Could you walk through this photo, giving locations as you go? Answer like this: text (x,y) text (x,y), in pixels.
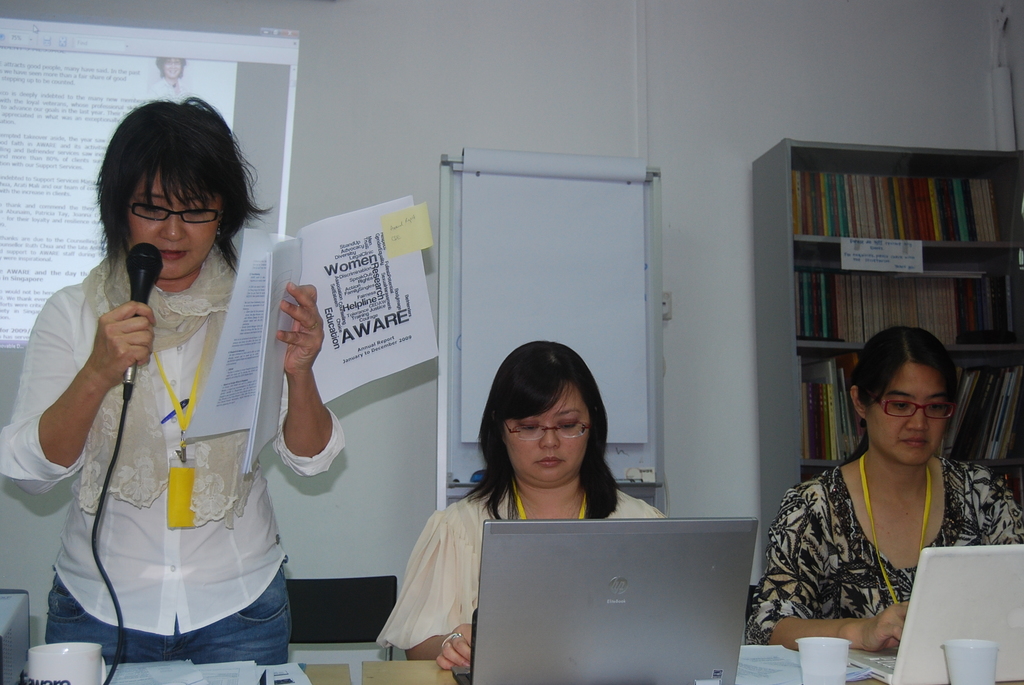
In this image we can see three women (566,495) wearing spectacles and id cards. One woman (149,423) is holding paper (276,295) in her hand (297,347) and a microphone (155,274) in other hand (145,351), standing in front of a table (354,681) on which group of papers (149,673) and a cup (70,668) are placed. In the foreground (628,630) we can see two laptops (960,615) and two cups (992,677) placed on the table (411,671). In the background (974,199), we can see group of books (835,316) placed in a rack (771,414) and a screen (155,50).
